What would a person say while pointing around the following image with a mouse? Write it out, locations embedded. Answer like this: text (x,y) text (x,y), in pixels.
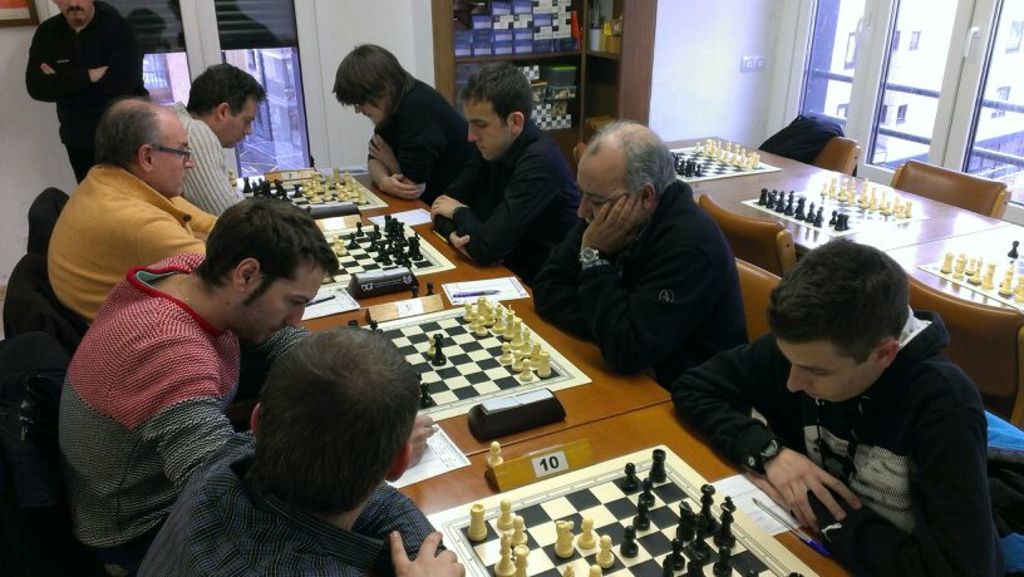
In the center of the image (498,364) there is a table (633,451) on which there are chess boards (550,530). There are people (222,314) sitting on chairs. In the background of the image (259,3) there is a window (270,167). There is a shelf (451,15). To the right side of the image (855,50) there is a door (906,128). There is a table (964,212) with chess board (718,151). There are chairs (929,173).
